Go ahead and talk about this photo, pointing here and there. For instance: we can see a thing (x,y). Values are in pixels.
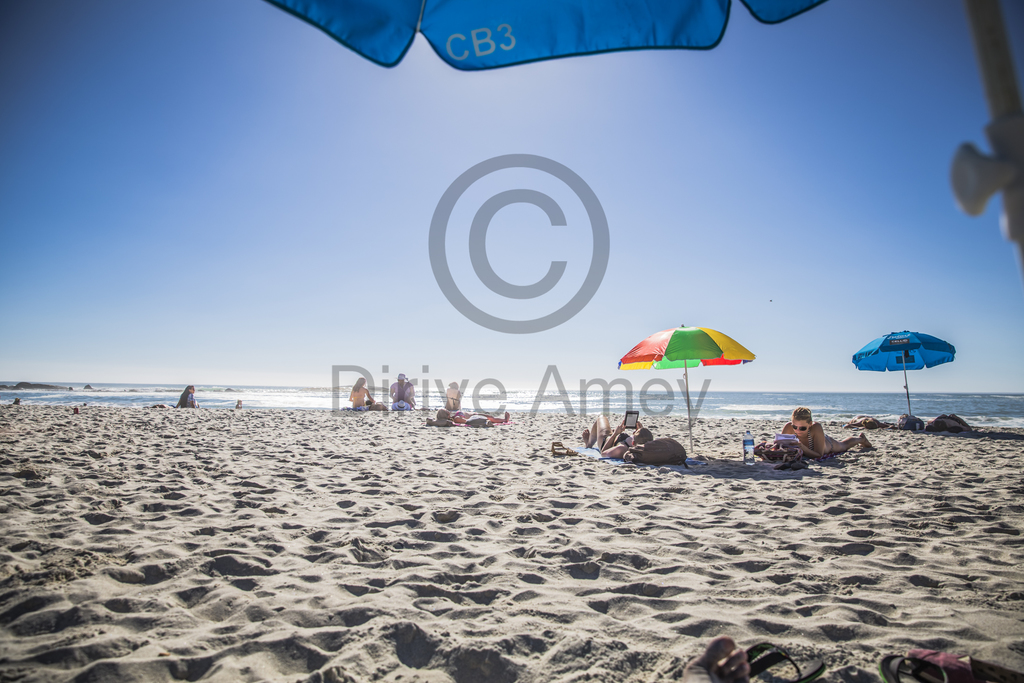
The picture is clicked in a beach (338,442). In the foreground of the picture (743,678) there are people (448,395), umbrella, sandals (752,652), water bottle (745,457), mats (593,449) and stand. In the background (196,387) there is water (727,402). At the top (140,227) it is sky (768,239), sun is shining.
